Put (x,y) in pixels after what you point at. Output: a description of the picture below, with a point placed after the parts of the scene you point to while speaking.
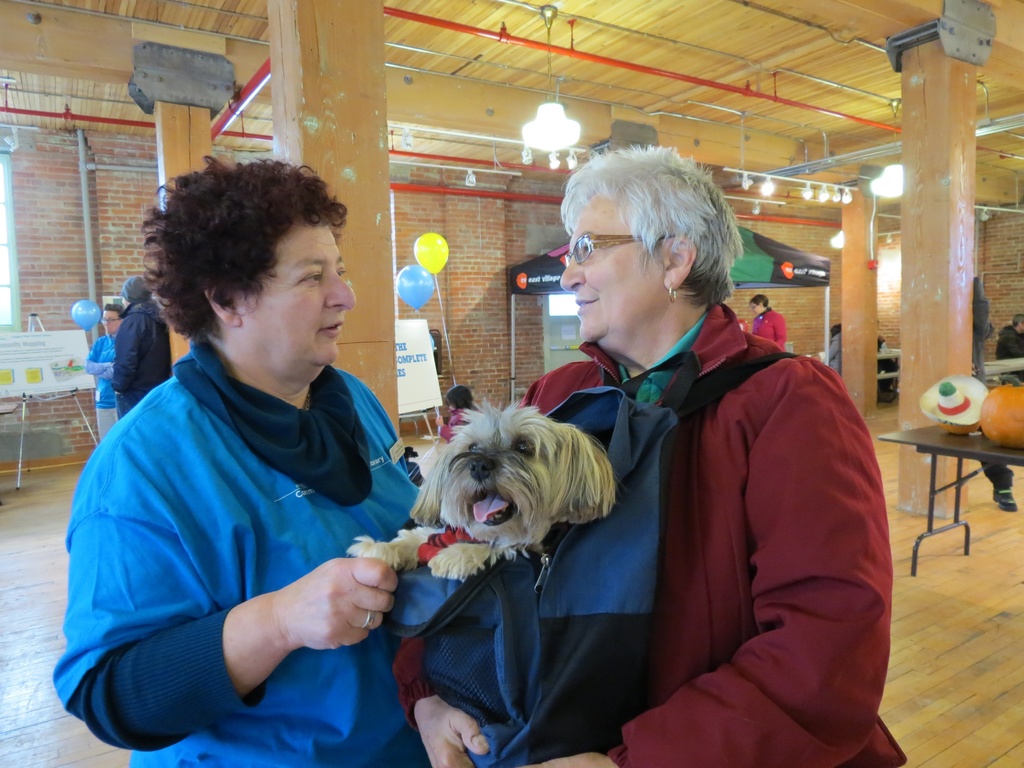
In this picture we can see a woman (262,425) is standing and she is wearing a blue color jacket (225,501), and beside her a woman (547,391) is standing and she is holding a puppy (475,521), and here is the table (924,432), and here is the light (544,116), and at back (414,298) there are balloons (415,278).
